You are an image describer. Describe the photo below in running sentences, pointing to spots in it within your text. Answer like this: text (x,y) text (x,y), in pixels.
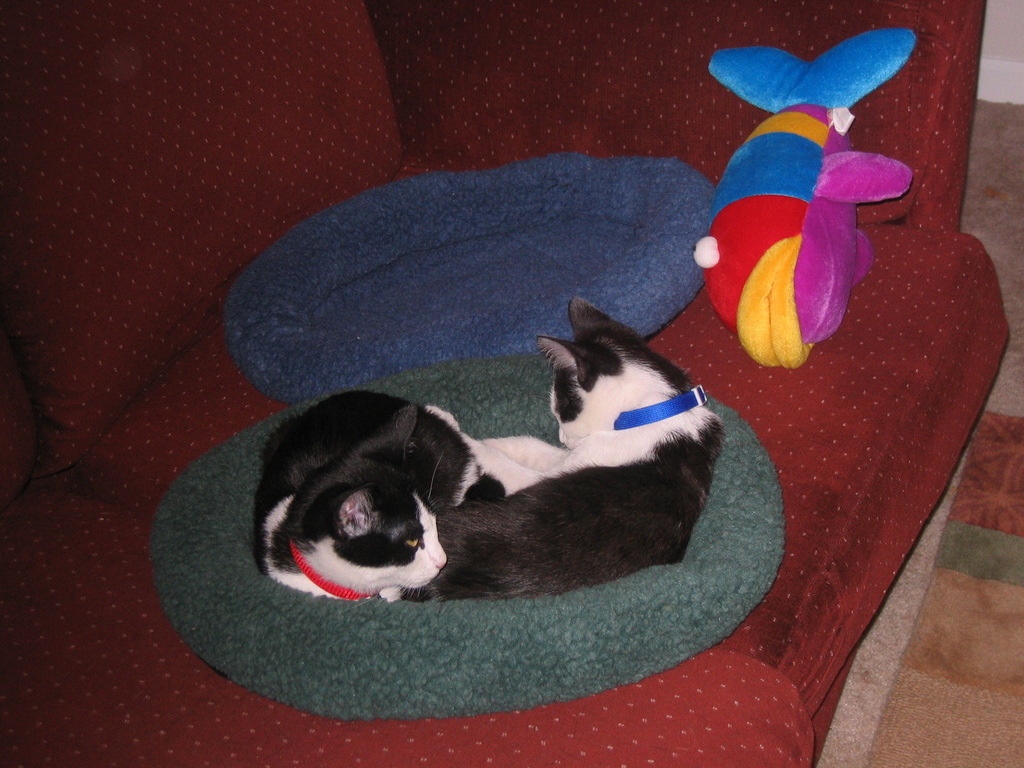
In this image we can see two cats (347,475) on a bed (493,631) and the bed (512,633) is placed on the couch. We can see another bed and a toy (797,262) on the couch (878,564). In the bottom right (962,672) we can see a rug (952,670) and the floor (867,689).
